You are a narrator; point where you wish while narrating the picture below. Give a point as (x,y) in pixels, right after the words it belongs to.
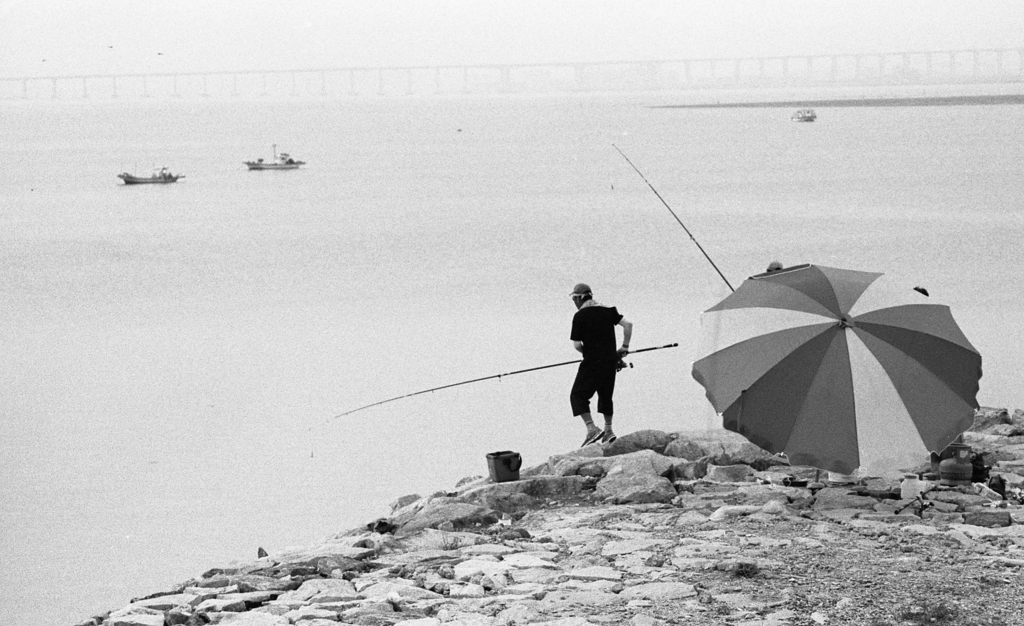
In this image, at the right side (910,410) there is an umbrella (900,426) and there is a man (609,376) holding a stick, we can see water (239,171) and there are some boats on the water (140,140).
